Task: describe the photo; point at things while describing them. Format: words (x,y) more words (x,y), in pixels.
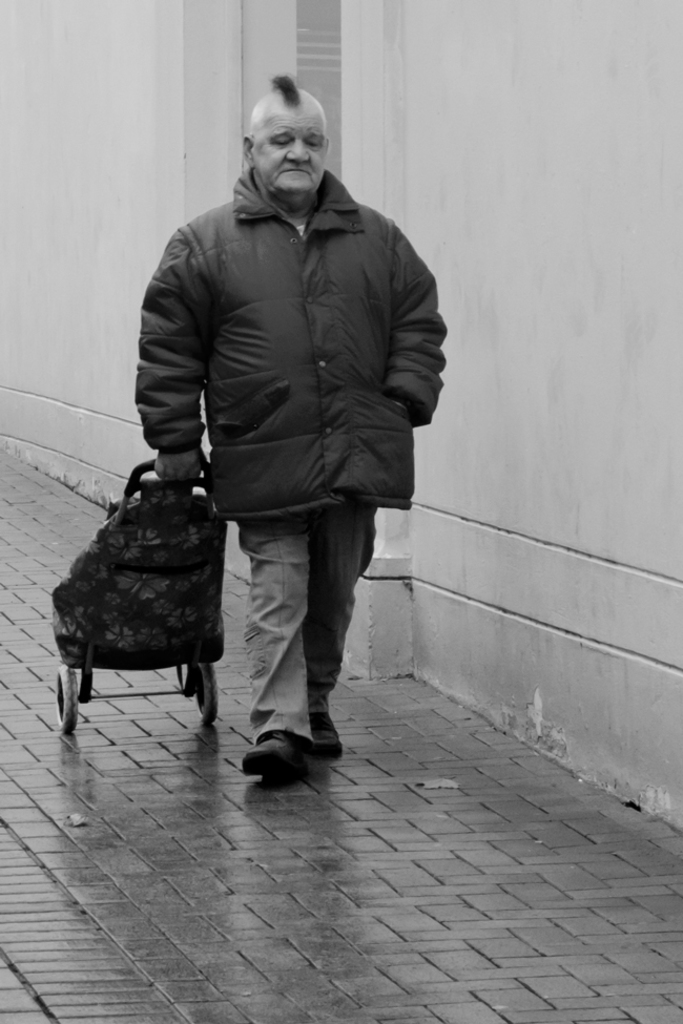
In the image in the center (276,612), we can see one person (327,432) walking and holding trolley (218,619). In the background (108,115) there is a wall (369,193).
